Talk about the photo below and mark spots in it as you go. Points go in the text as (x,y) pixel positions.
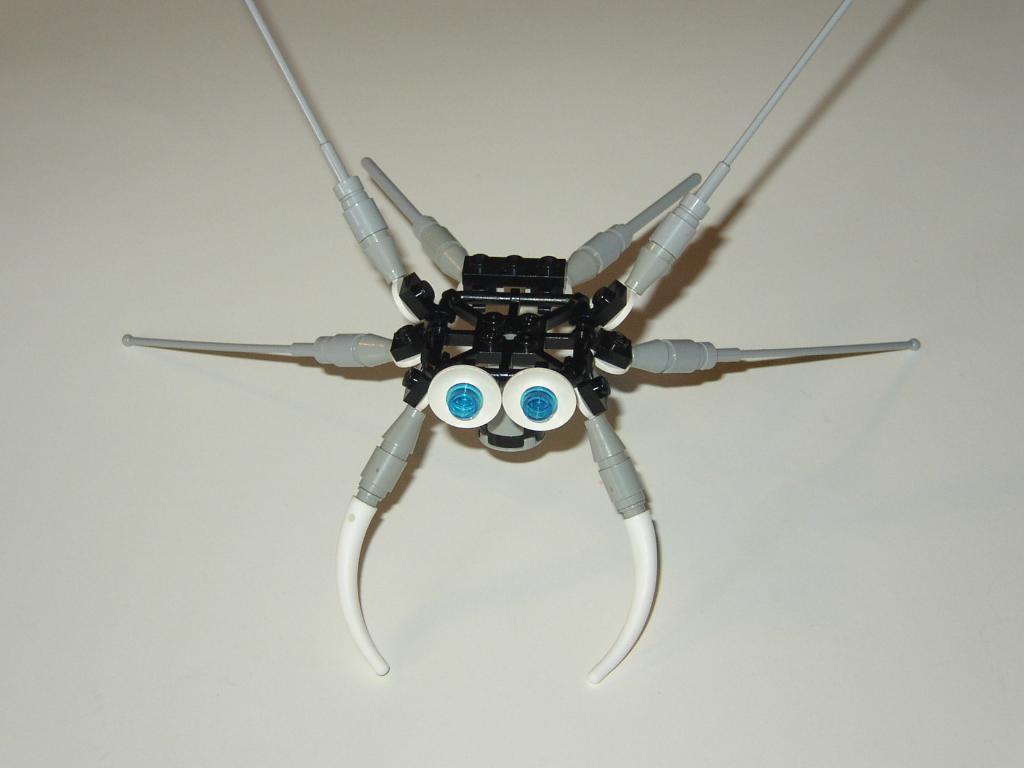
In the picture we can see a toy spider (587,386) with eyes (518,392), and legs (669,345).
